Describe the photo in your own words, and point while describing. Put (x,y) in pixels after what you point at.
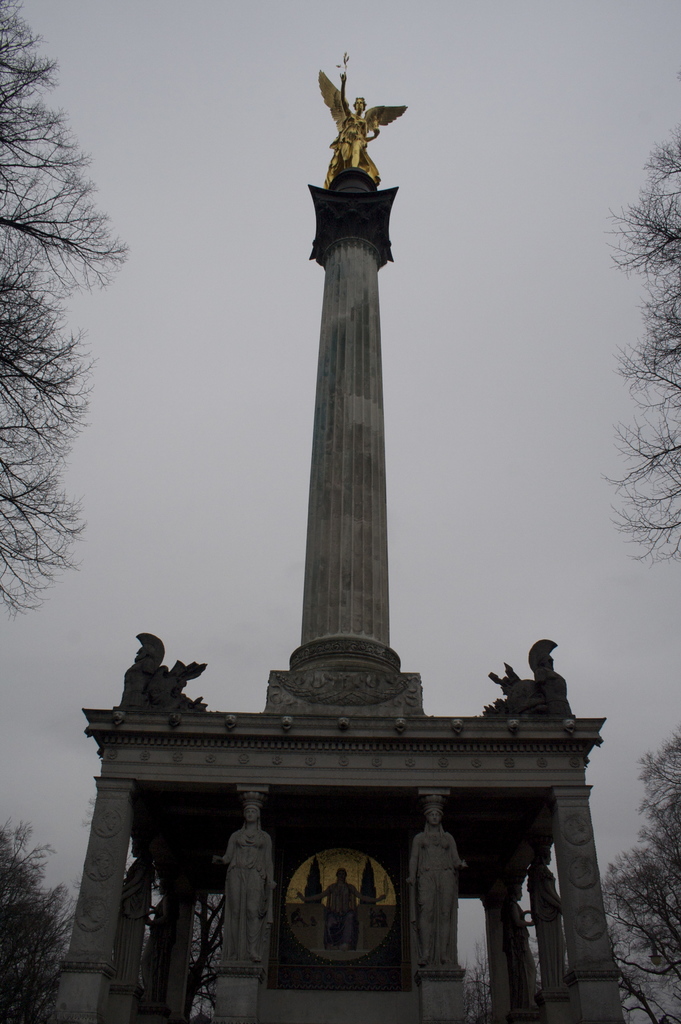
In this image in the front (358,654) there is a monument (309,660) in which there are statues (421,900), pillars (569,843) and on the right side (659,899) there are dry trees (658,857) and on the left side (26,341) there are trees (27,330) and the sky (229,296) is cloudy.
